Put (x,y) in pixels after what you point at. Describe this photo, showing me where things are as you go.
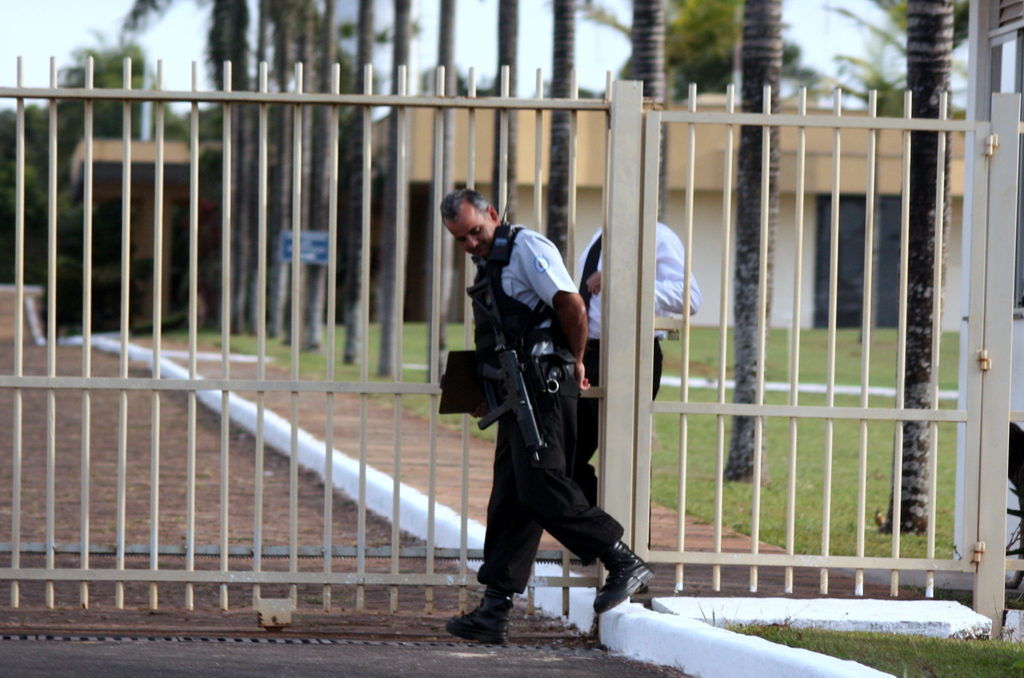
This picture is clicked outside. In the center (660,291) we can see the two persons (593,294) seems to be walking and we can see the rifle (501,345) and some other objects (511,321). In the foreground (832,637) we can see the green grass (903,645), metal gate (769,189) and in the center (343,250) we can see the buildings (782,197), trees (788,64) and some other objects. In the background (829,36) we can see the sky (811,48).
